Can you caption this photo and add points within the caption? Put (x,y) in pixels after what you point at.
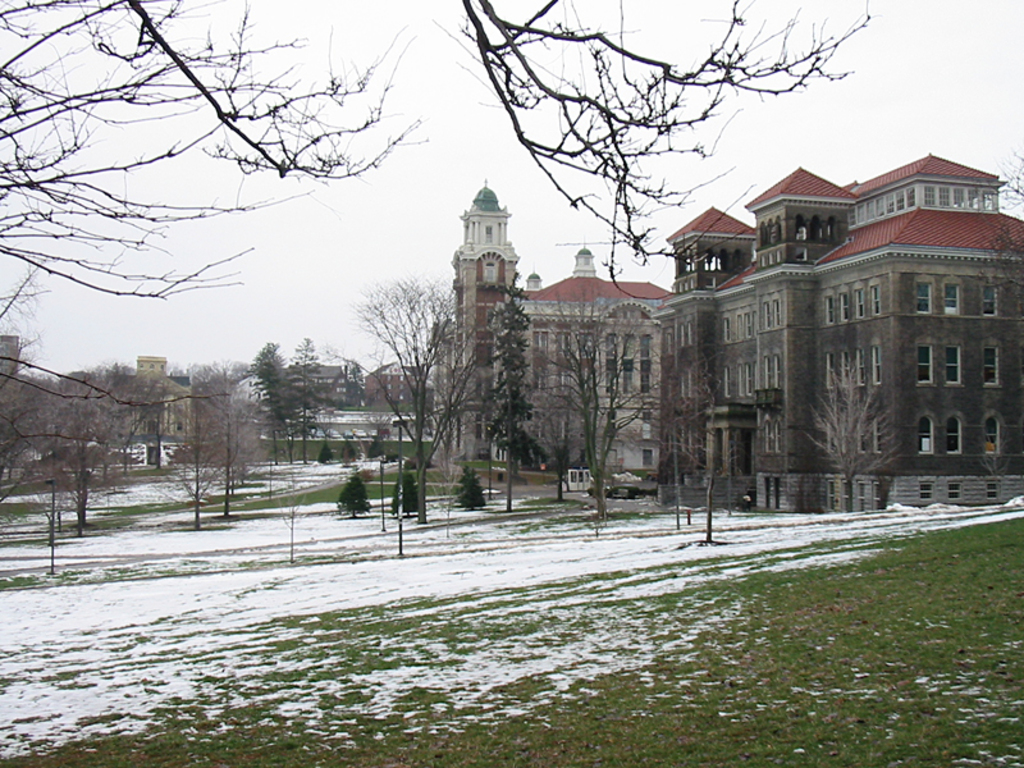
In this image there is a grassland (293,616) that is covered with snow (321,590), in the background (708,427) there are trees (387,403), buildings (903,276) and the sky (1017,49).
